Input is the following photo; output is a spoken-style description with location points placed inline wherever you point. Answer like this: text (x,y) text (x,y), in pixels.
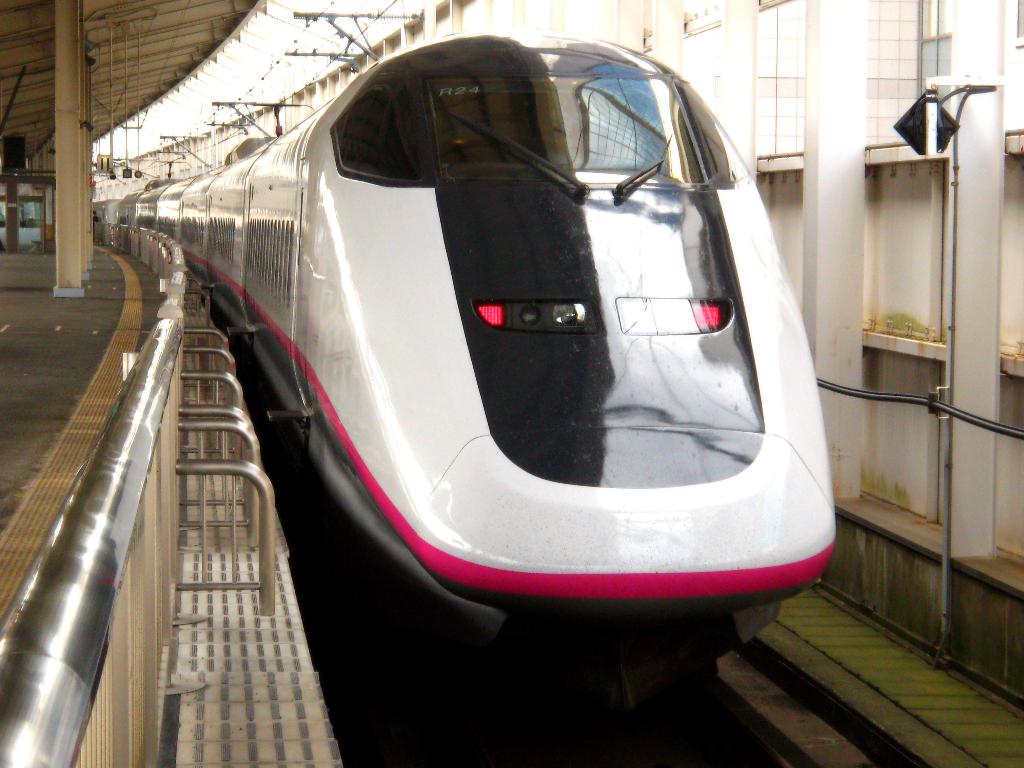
In the image, we can see a train (373,216) and in the background (760,53), there are buildings (659,46).
